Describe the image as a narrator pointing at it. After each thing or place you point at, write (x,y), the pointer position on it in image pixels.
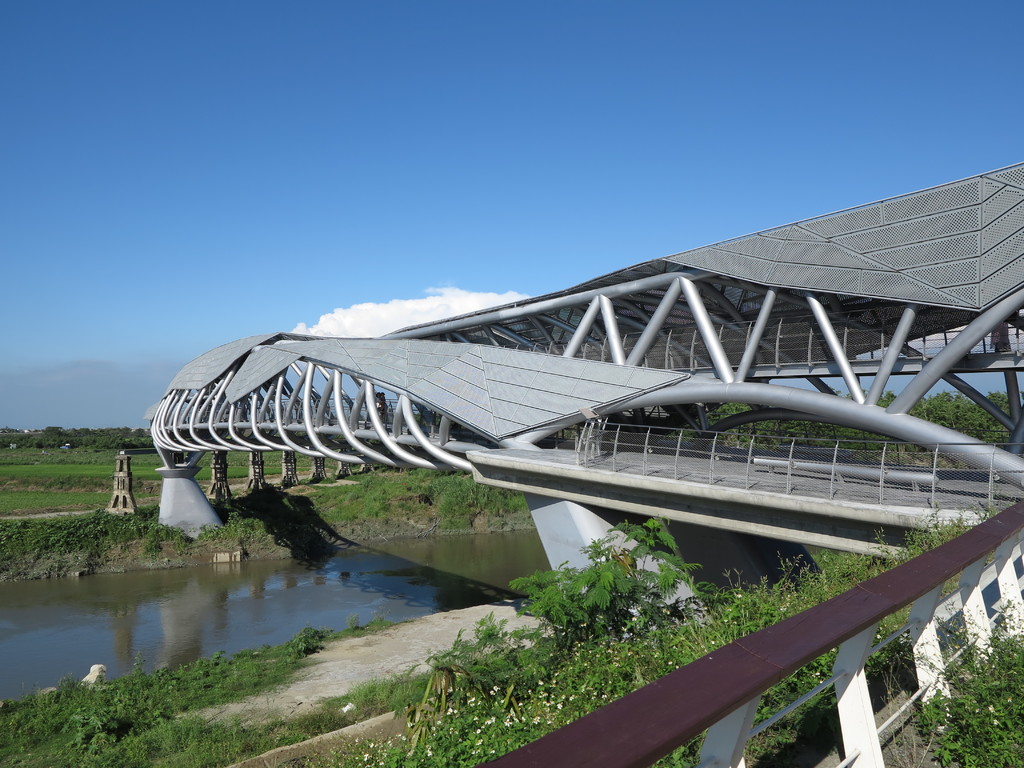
In this image I can see on the left side (176,610) it looks like a canal (245,616). On the right side (862,232) it is the bridge (525,424) and there are trees (858,432) at the back side (947,408). At the top (563,204) it is the sky (516,219).
